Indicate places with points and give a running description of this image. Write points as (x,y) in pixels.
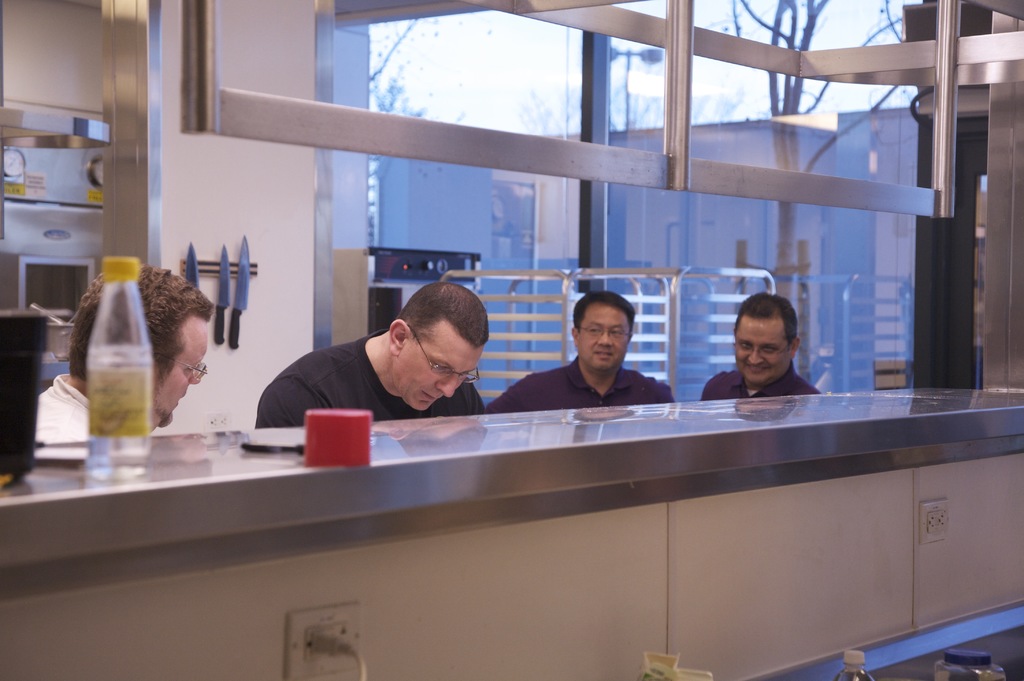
This picture is taken inside the room (850,549). In this image, we can see four people (588,384) are sitting in front of the table (456,521). On the left side of the table (223,456), we can see a bottle (152,355), cap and a jar (37,388). In the background (544,70), we can see some knives (239,296) which are attached to a wall (216,293), microwave oven (46,252), glass window (463,190). Outside of the glass window (772,139), we can see some buildings (874,231), trees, street lights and a sky (535,61). In the right corner (833,680), we can see a bottle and jar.
